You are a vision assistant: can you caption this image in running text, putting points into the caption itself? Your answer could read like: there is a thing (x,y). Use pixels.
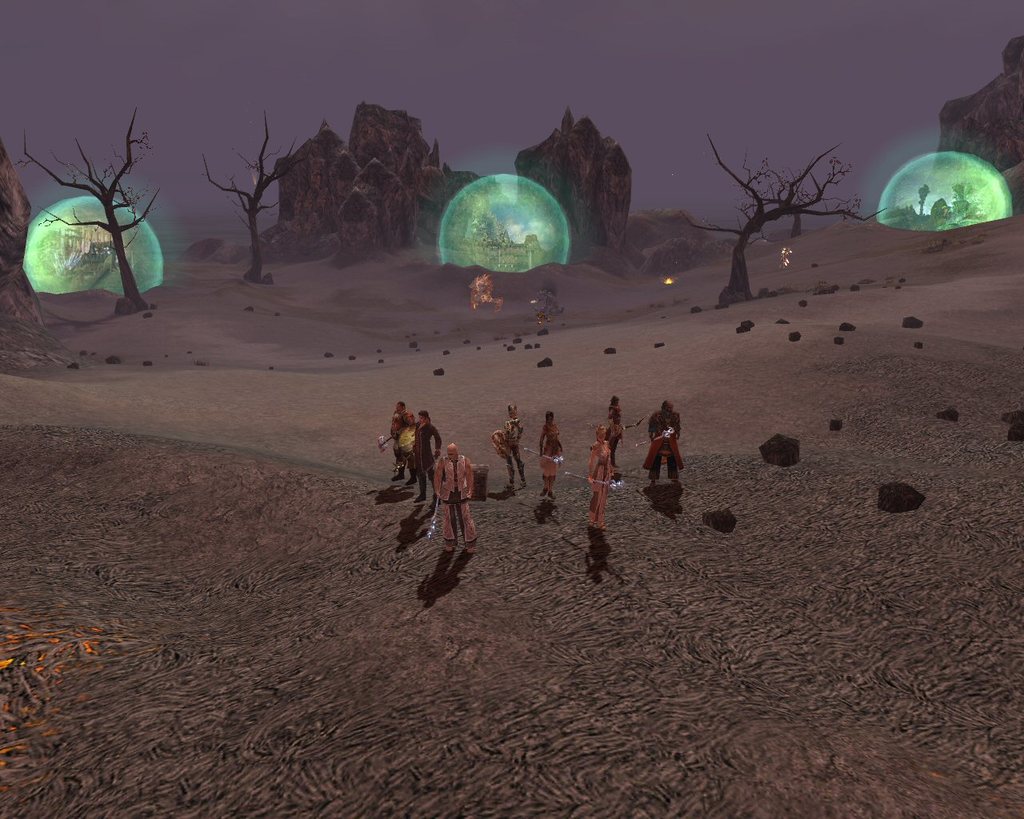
In this picture we can see animated image, we can see some lighted balls (986,207), trees (798,207), rocks (415,170) and few people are on the sand (342,643).
